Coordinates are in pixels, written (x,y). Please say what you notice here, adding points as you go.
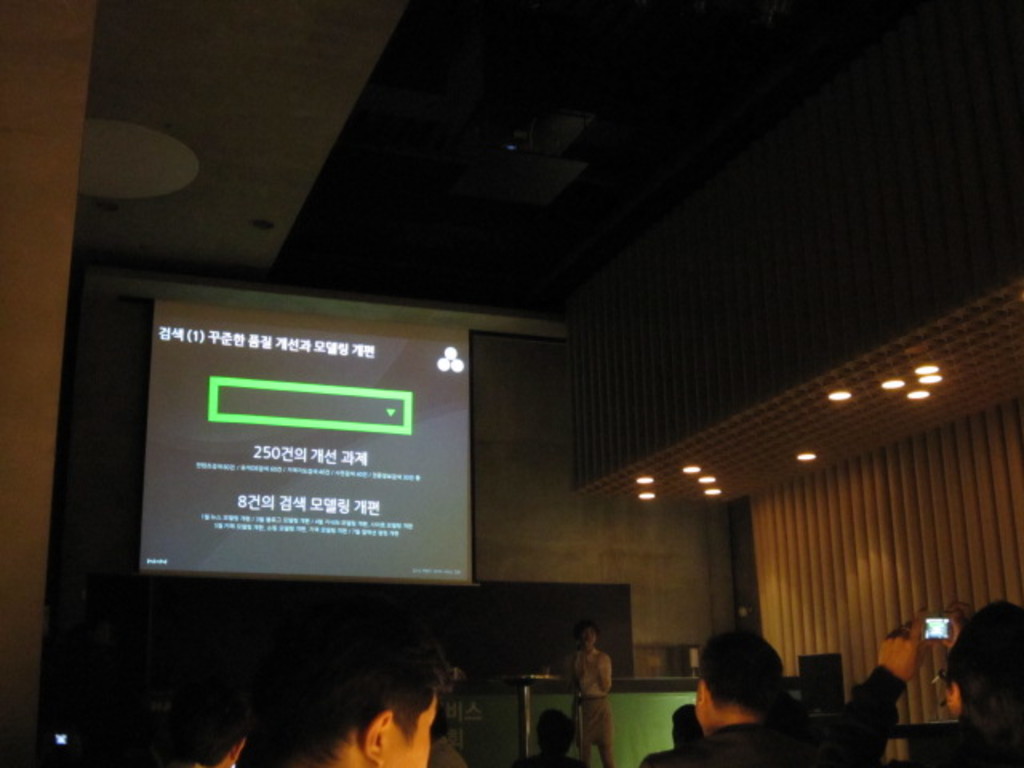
This image consists of a screen (303,547). And we can see few persons (431,721) in this image. In the front (585,737), there is a person (598,697) standing and talking. At the top (242,252), there is a roof (766,466) along with the light (645,495).
